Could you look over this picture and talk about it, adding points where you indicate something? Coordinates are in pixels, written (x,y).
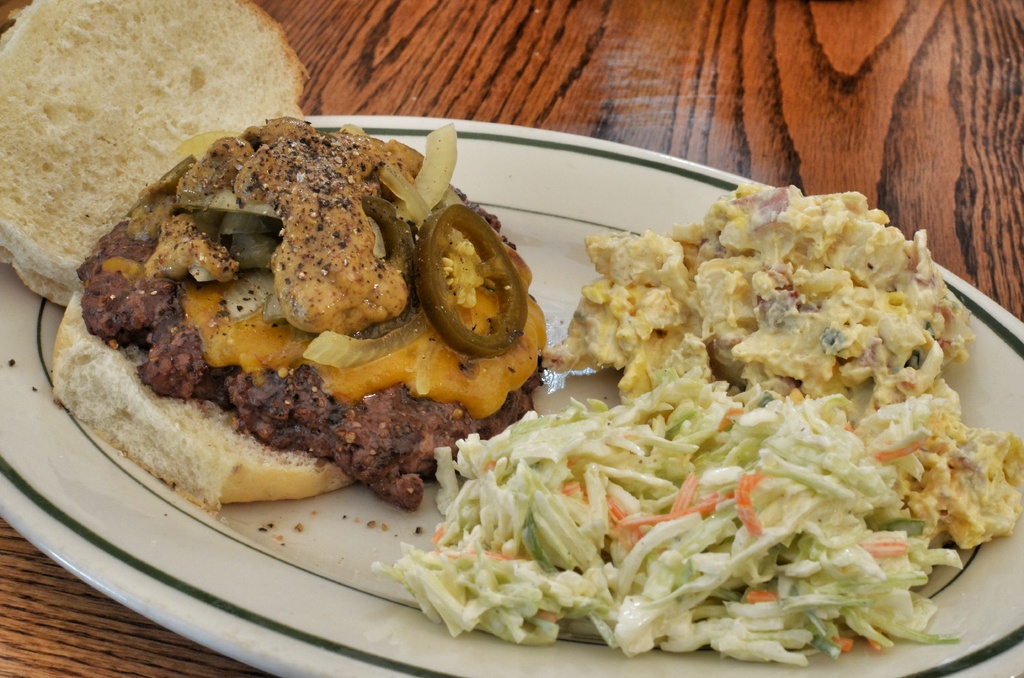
On the table (884,78) there is a white plate (590,147). In the plate (485,158) i can see the meat (253,411), cucumber pieces (434,234), onion pieces (345,349), cabbage (688,542) and other food items (810,365).
